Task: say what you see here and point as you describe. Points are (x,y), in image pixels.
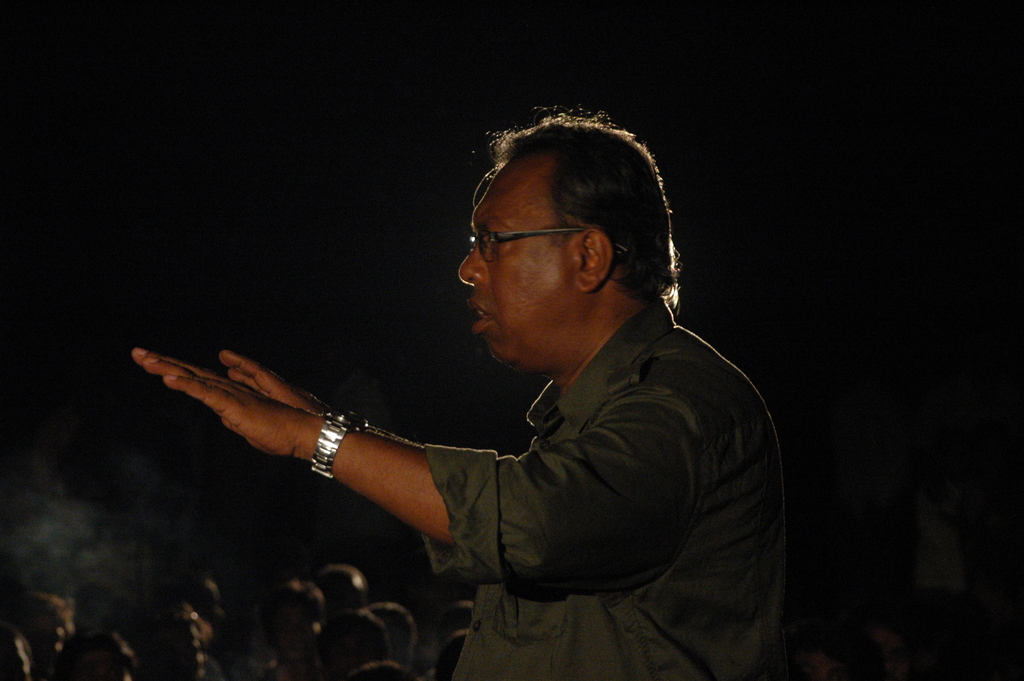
In this image I can see a person (584,497) wearing black shirt (641,495), spectacles (511,237) and silver colored watch (357,427). In the background (417,421) I can see heads (321,599) of few persons (367,626) and the black colored background (214,262).
